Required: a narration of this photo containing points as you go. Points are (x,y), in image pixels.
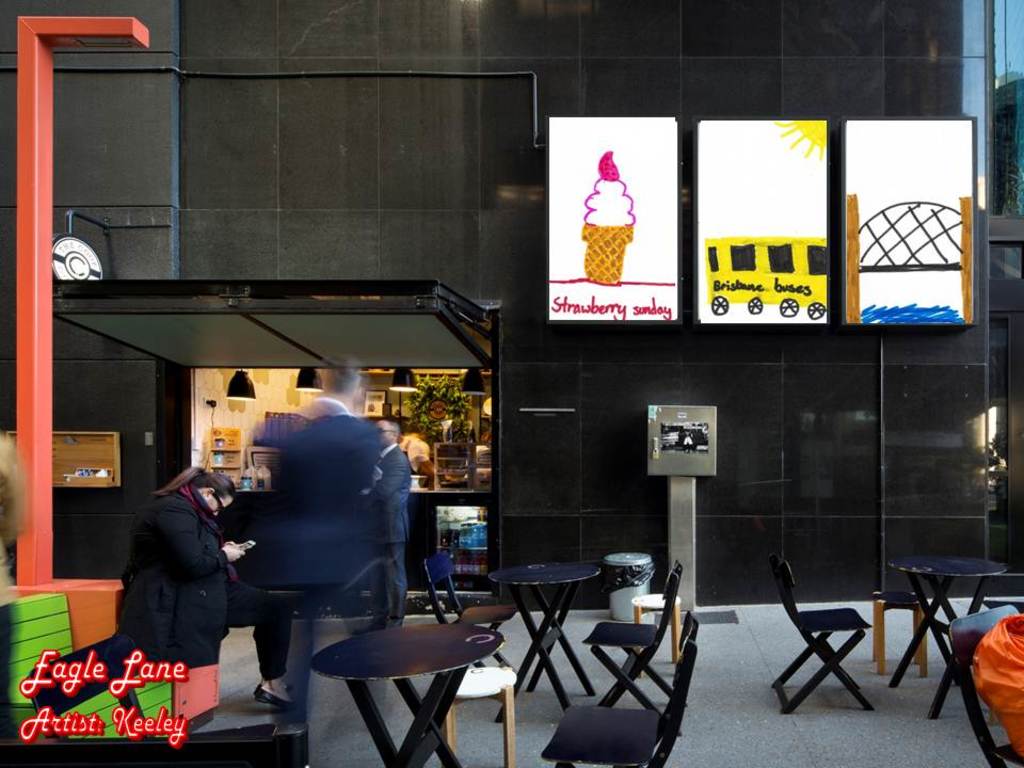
In this image we can see a group of persons (283,515) are standing, there are tables (552,620), there are chairs (656,750), there is a store (464,455), there are lights (235,388), there are three boards (774,260), there is a stand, beside there is a bin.
